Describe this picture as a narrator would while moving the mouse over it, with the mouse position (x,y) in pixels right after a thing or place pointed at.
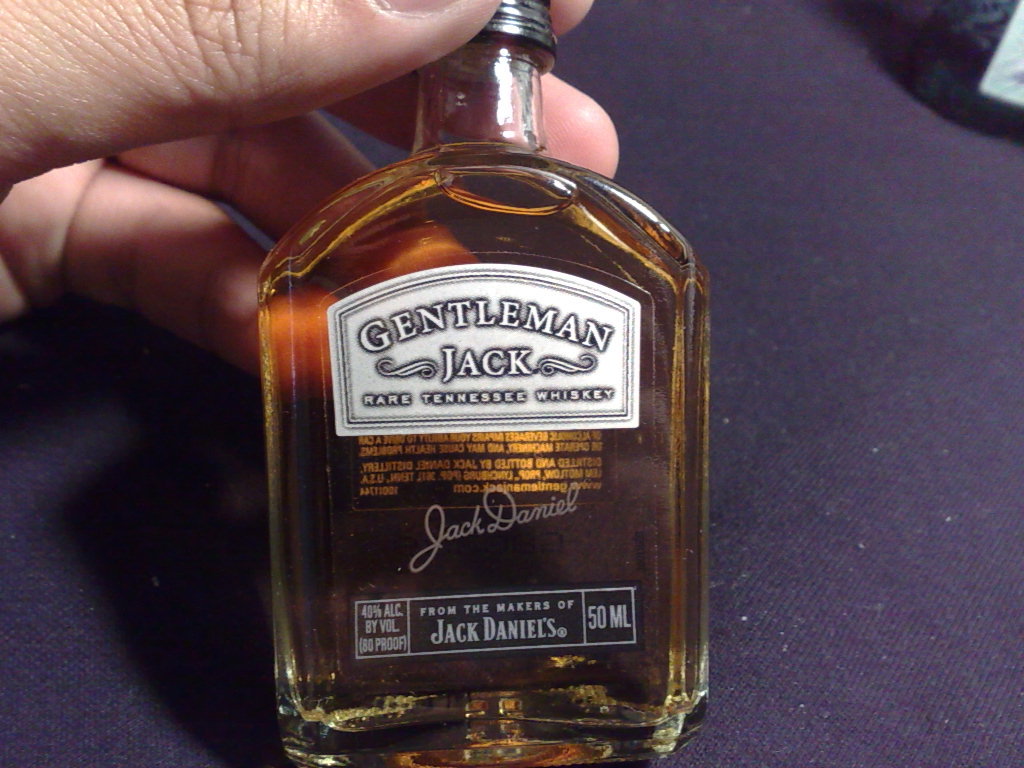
this picture shows a person (595,111) holding jack Daniels bottle (285,399) with his hand (61,34) on the table (835,178).
